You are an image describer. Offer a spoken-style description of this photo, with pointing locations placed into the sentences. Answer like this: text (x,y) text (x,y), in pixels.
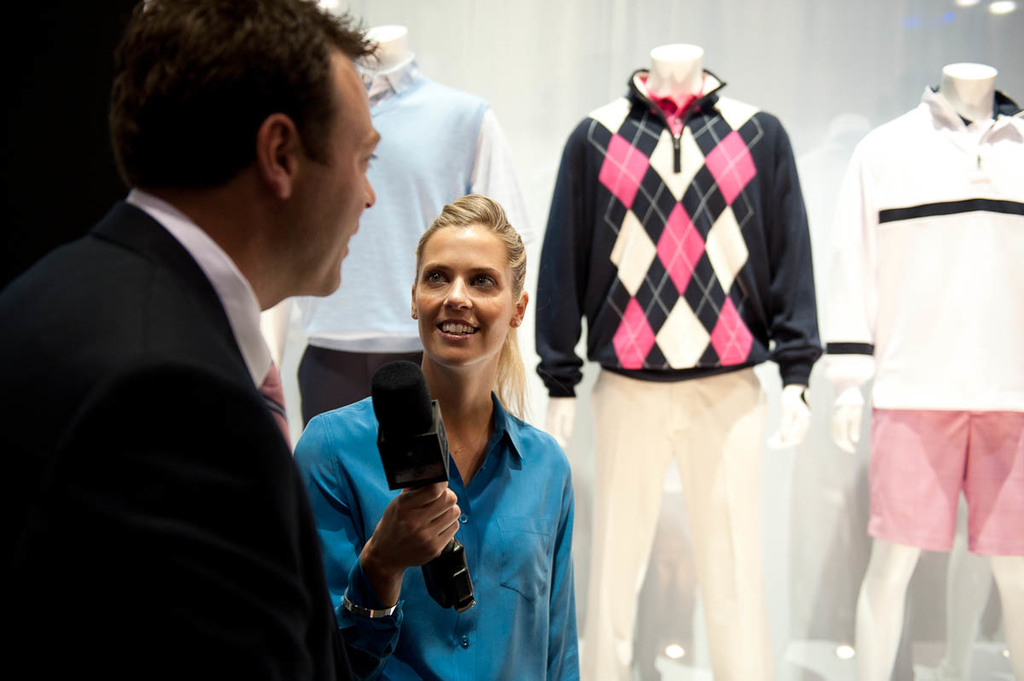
In this image I can see a person (188,415) wearing white shirt (244,339), pink tie (275,395) and black blazer (114,400) is standing and a woman (383,508) wearing blue colored dress (492,518) is standing and holding a black colored microphone (470,597) in her hand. In the background (797,293) I can see few mannequins (686,156) wearing dresses (732,293), the white colored surface (783,80) and few lights (678,654).
